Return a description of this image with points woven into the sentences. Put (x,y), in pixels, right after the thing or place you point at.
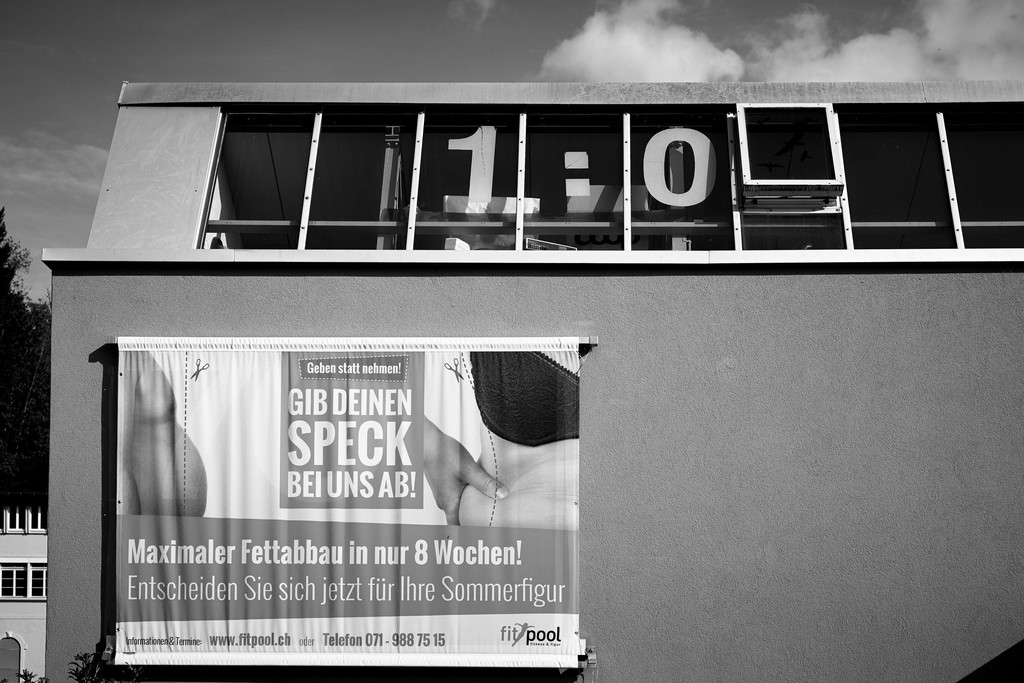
In this picture we can see a building (662,475), on which we can see a banner (344,494), behind we can see some houses (29,576), trees (24,420).
